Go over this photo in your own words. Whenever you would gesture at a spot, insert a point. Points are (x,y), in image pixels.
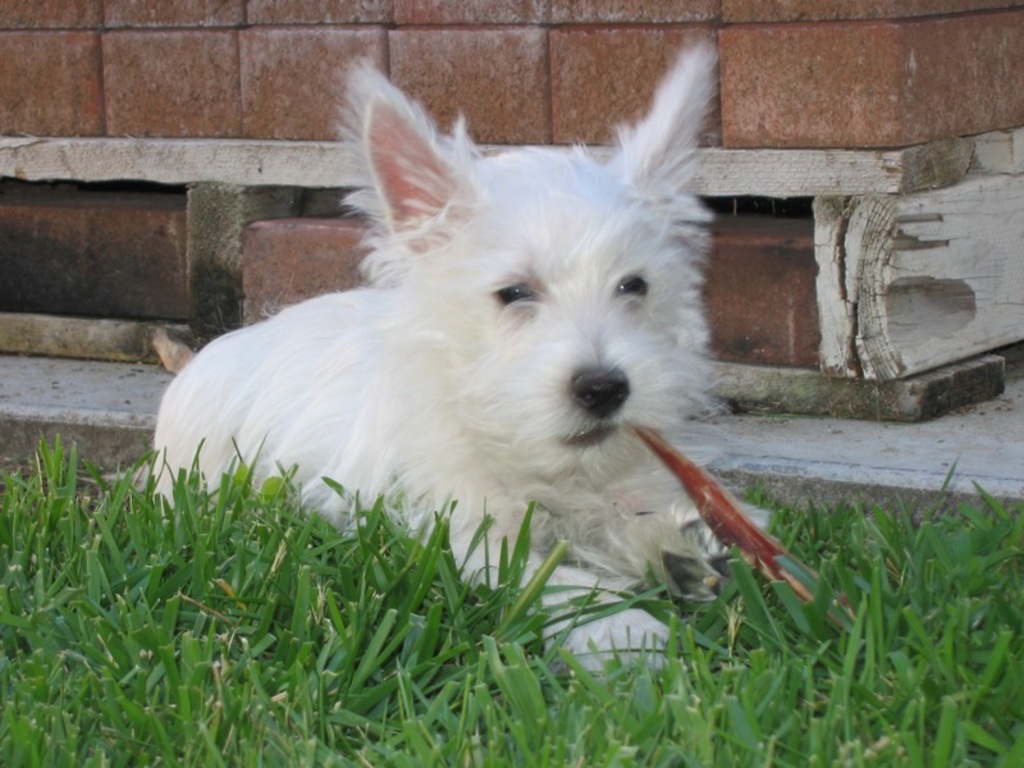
In this picture there is a dog (694,333) holding an object (754,540) with mouth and we can see grass (479,643). In the background of the image (317,274) we can see wall (537,111).
